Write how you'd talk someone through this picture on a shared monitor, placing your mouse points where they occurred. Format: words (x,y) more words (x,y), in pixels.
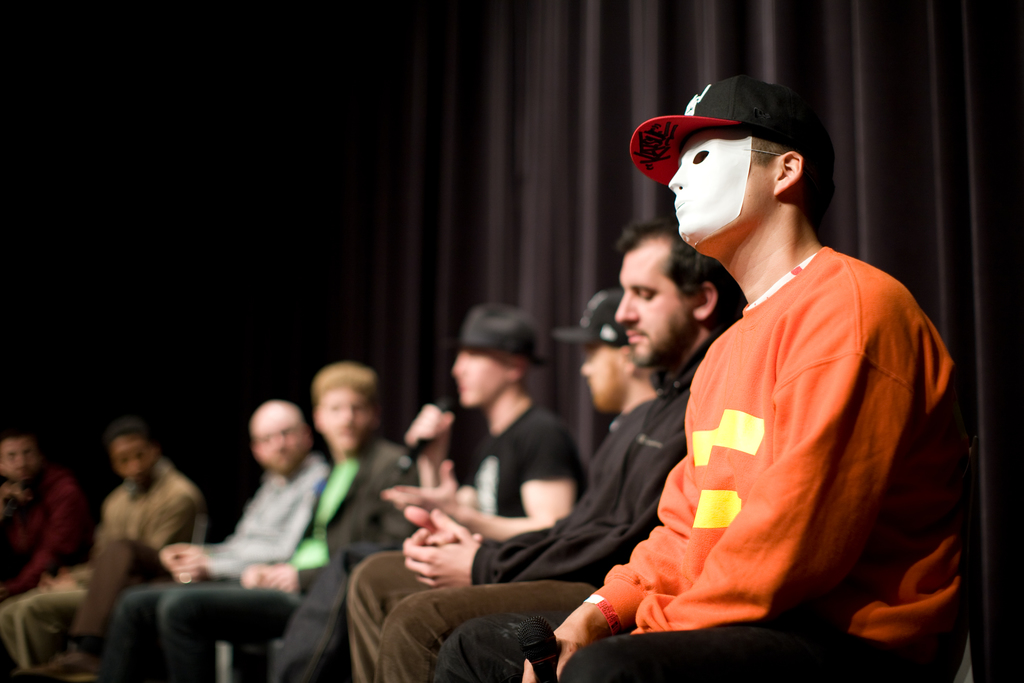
In this picture we can see a group of people (621,615) sitting on chairs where two men (496,367) holding mics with their hands (412,433) and at the back of them we can see curtains (950,55) and in the background (389,69) it is dark.
